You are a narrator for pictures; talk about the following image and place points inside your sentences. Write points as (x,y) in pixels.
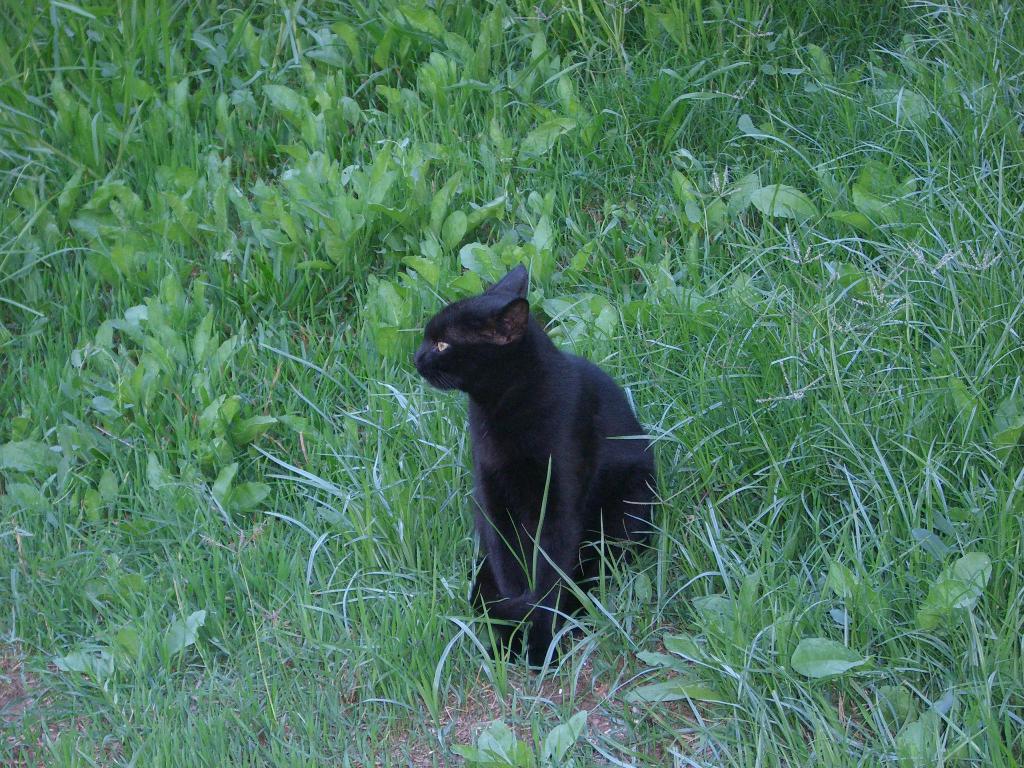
In the center of the image (501,352), we can see a cat (504,395) and in the background (664,197), there are plants (499,157) and there is a grass (805,446).
